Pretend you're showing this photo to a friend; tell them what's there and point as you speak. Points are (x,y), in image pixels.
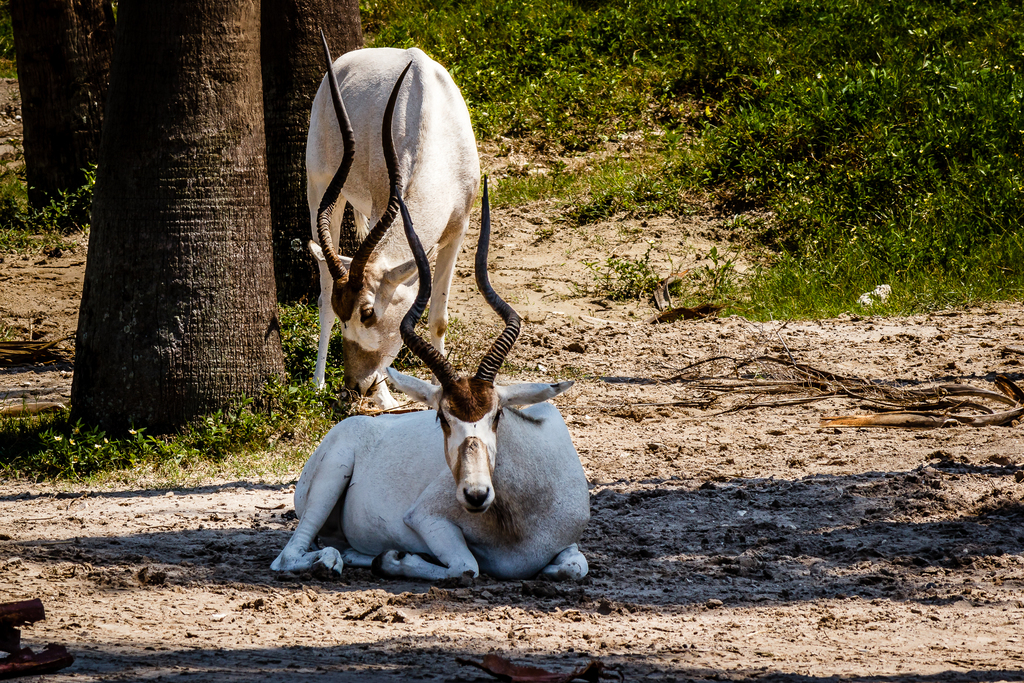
In this image, we can see two animals (362,519). The ground (620,190) is covered with grass (799,177) and there are trunks (139,143) of the trees (126,201).
